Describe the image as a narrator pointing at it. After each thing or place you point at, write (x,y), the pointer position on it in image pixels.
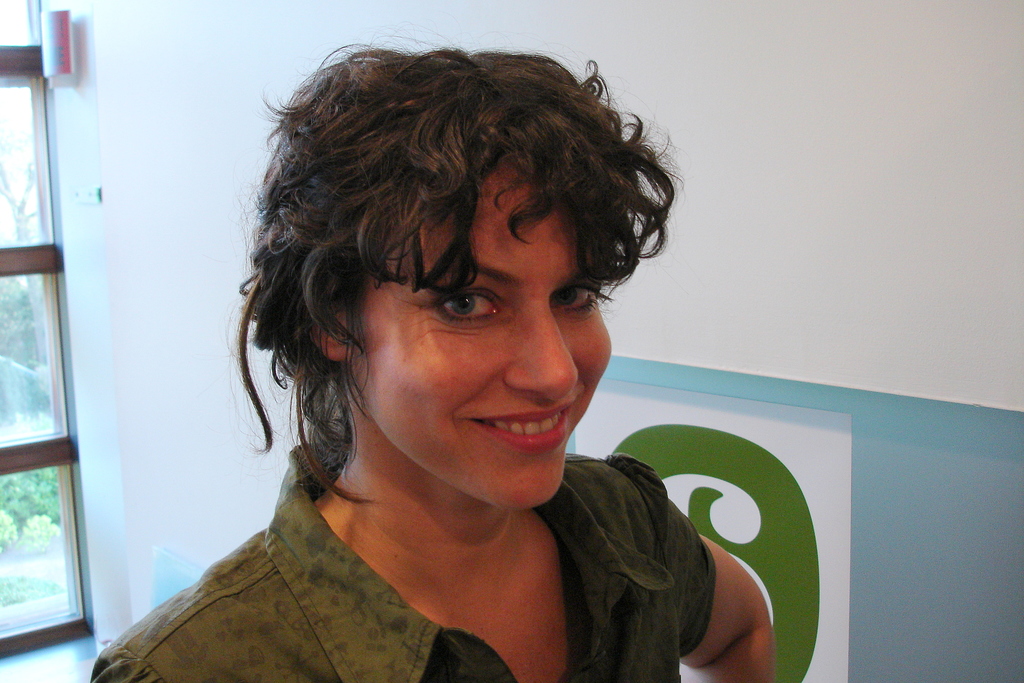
In this picture we can observe a woman (414,570) smiling. She is wearing green color shirt (236,628). In the background (140,357) we can observe a window (45,366) and a wall (714,96) which is in white color.
